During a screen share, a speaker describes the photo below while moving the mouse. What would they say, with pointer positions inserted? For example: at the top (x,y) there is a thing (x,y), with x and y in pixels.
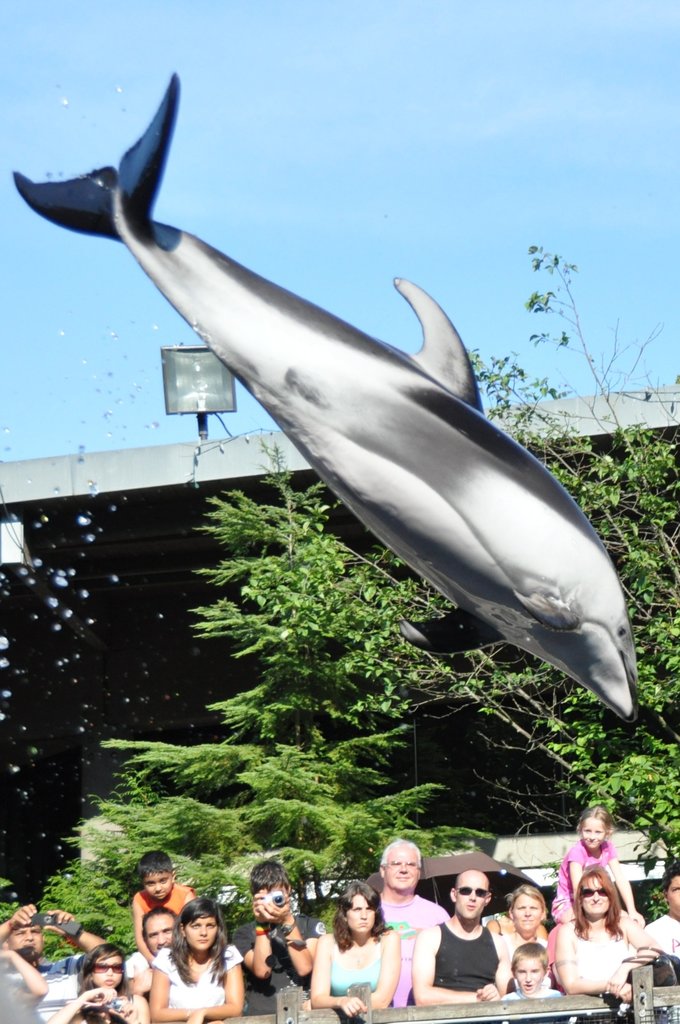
At the bottom of the picture (557,965), we see people (399,902) sitting and watching the dolphin (356,480). Behind them, there are trees (299,663) and a building (416,730). At the top of the picture (340,100), we see the sky (340,100), which is blue in color.
